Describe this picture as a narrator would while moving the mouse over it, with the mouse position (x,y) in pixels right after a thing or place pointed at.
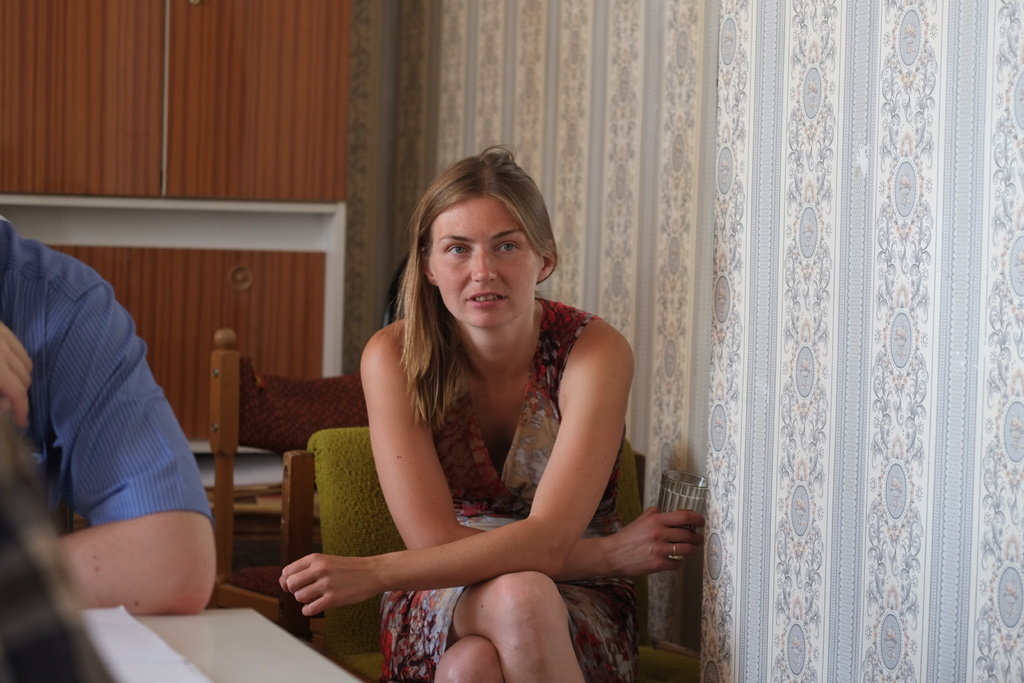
In this image we can see people (426,543) sitting. At the bottom (259,635) there is a table (244,651). In the background (268,185) there is a wall (616,225) and we can see a cupboard (219,185).
